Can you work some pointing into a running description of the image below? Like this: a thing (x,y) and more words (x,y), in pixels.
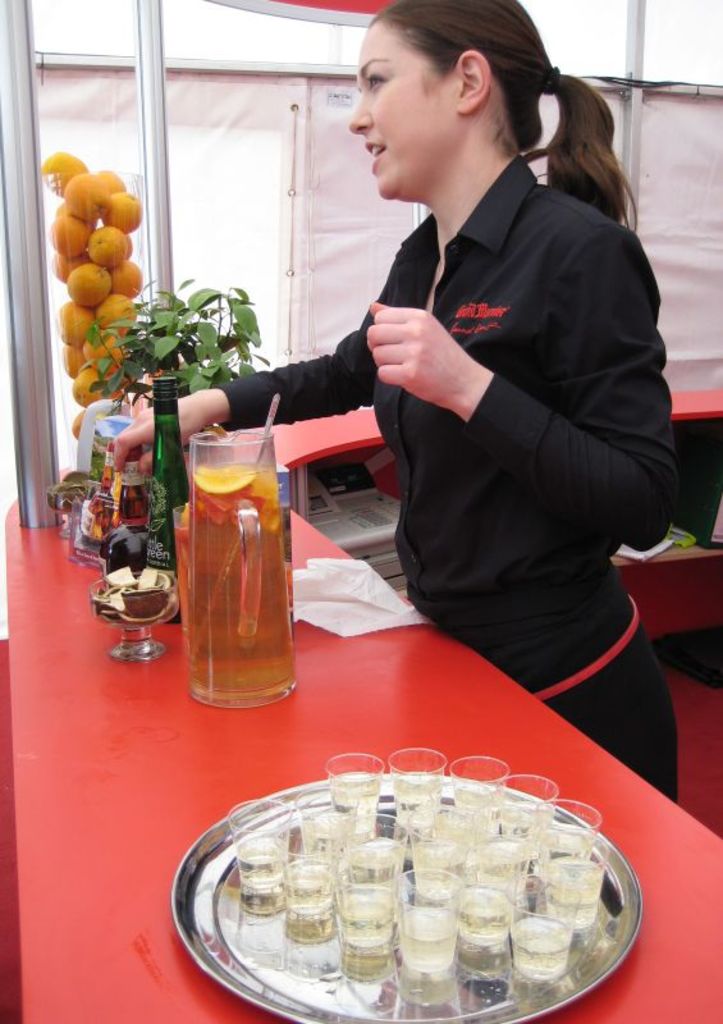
This picture consists of a woman (605,279), standing in front of a table (144,718), on the table (175,690) I can see a plate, on the plate (294,836) I can see glasses (370,770) and jar (251,460) contain a juice (222,551) and a plant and fruits (101,272) and spoons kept on table (397,674), in the middle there is a white color fence (680,141) and rods (18,248) visible.
